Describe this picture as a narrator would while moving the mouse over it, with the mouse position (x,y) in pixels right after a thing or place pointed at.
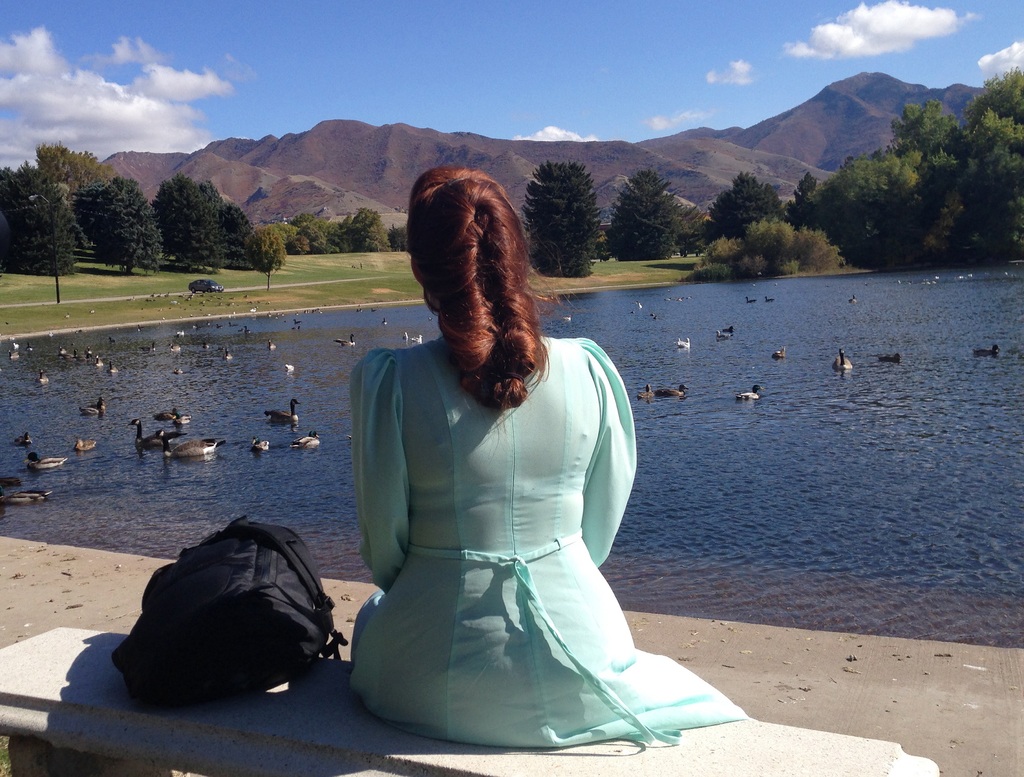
In this image we can see a person (401,528) and a bag (258,613). At the bottom of the image (150,725) there is an object (564,752). In the background of the image (715,354) there are some water (869,479), ducks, trees (26,209), a vehicle (217,282), grass (234,273), mountains (309,155) and other objects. At the top of the image (492,74) there is the sky (403,113).
